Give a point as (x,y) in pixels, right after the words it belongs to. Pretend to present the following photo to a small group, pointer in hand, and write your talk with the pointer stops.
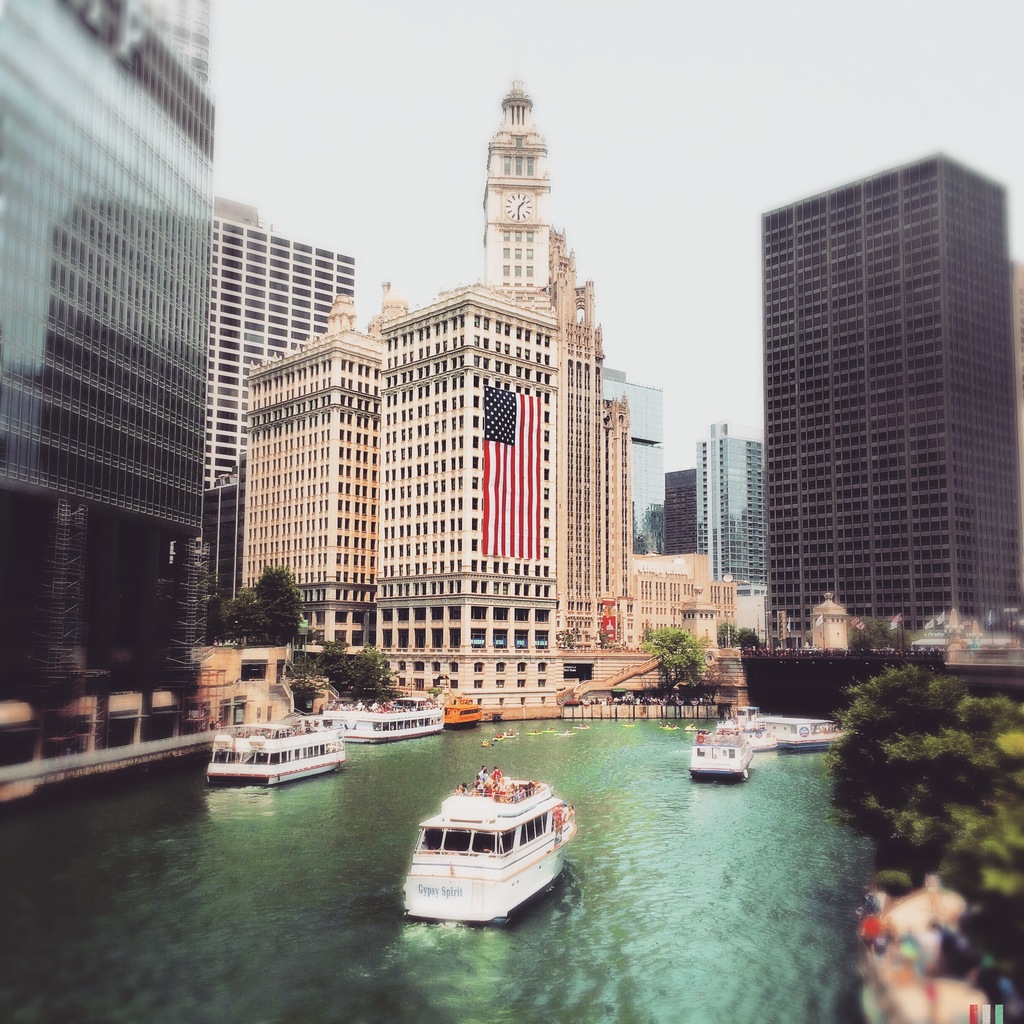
In this image we can see the ships (443,891) on the water (674,788) and there are persons (506,796) sitting on the ship (509,809). And at the back (402,506) we can see the buildings (526,618) and a flag (532,462) attached to the building (541,597). There are trees (922,728) and the sky (751,192).
